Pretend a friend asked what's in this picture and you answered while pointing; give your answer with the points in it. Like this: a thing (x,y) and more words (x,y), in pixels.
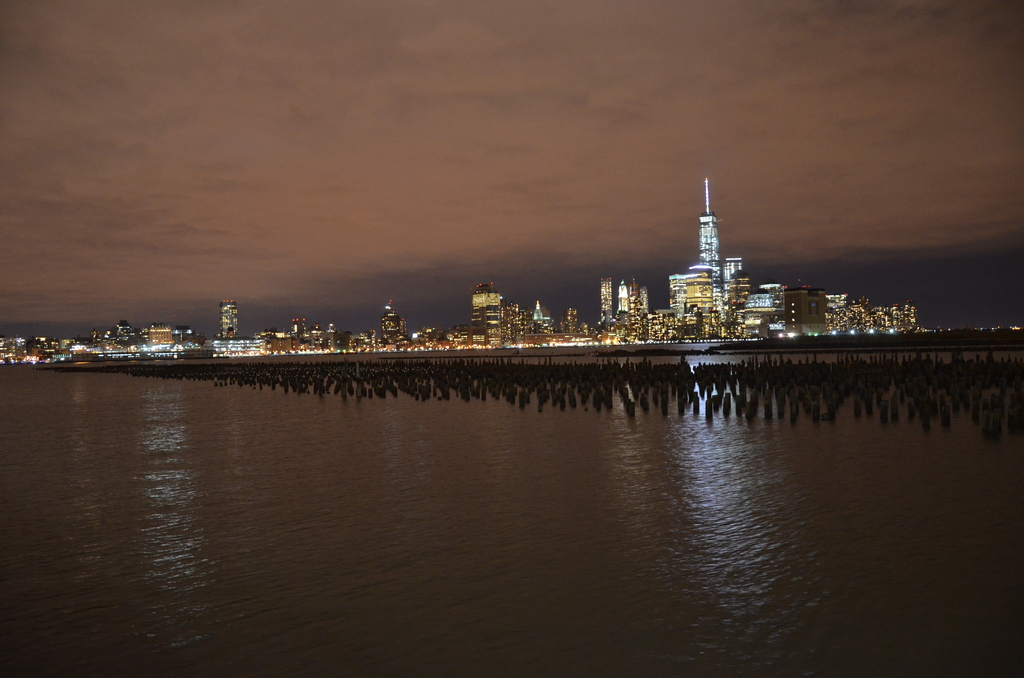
At the bottom of the picture (364,555), we see water (396,563) and this water (552,572) might be in the sea (725,610). In the middle (426,390), it seems like the cement blocks (602,371). There are buildings (511,338), towers (708,291) and the lights (233,341) in the background (192,341). At the top (482,183), we see the sky (482,183) and the clouds (473,177). This picture might be clicked in the dark.
